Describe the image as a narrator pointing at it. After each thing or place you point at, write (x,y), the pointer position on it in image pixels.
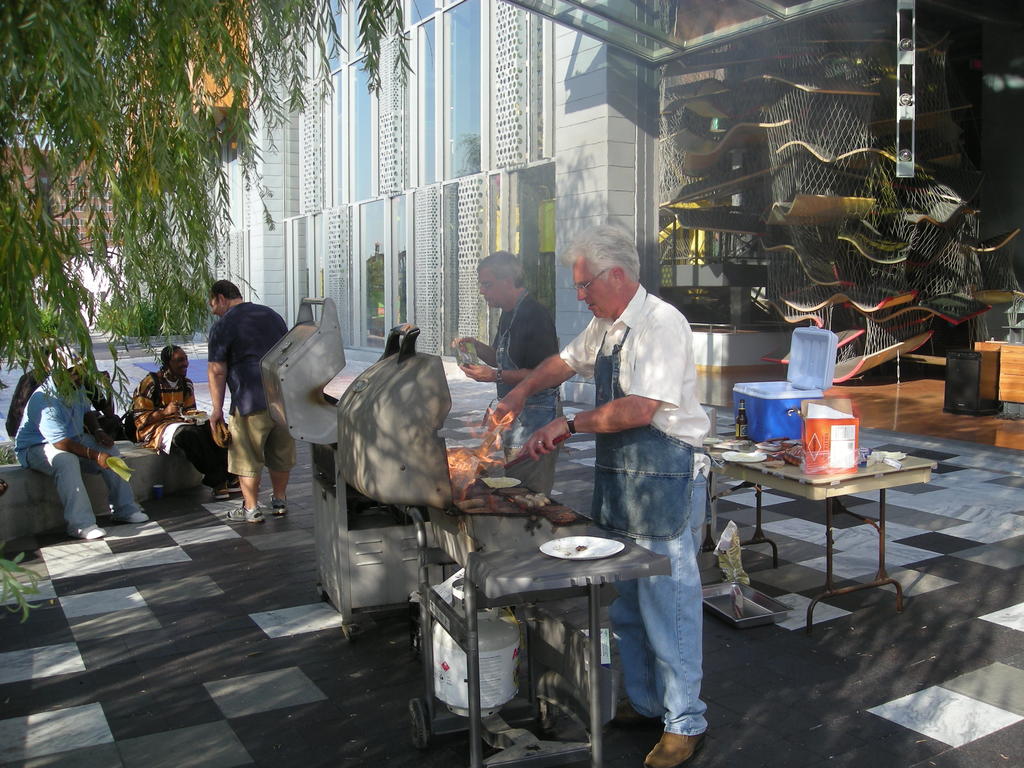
In this image there are group of people (180,377) sitting in a bench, another 2 persons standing and cooking in the Barbeque (497,529), and in the back ground (737,409) there is bottle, container (786,404), box (810,465), plates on a table (811,485), building (717,279), net (958,167), trees (364,10), and another man (226,317) standing by holding a container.
